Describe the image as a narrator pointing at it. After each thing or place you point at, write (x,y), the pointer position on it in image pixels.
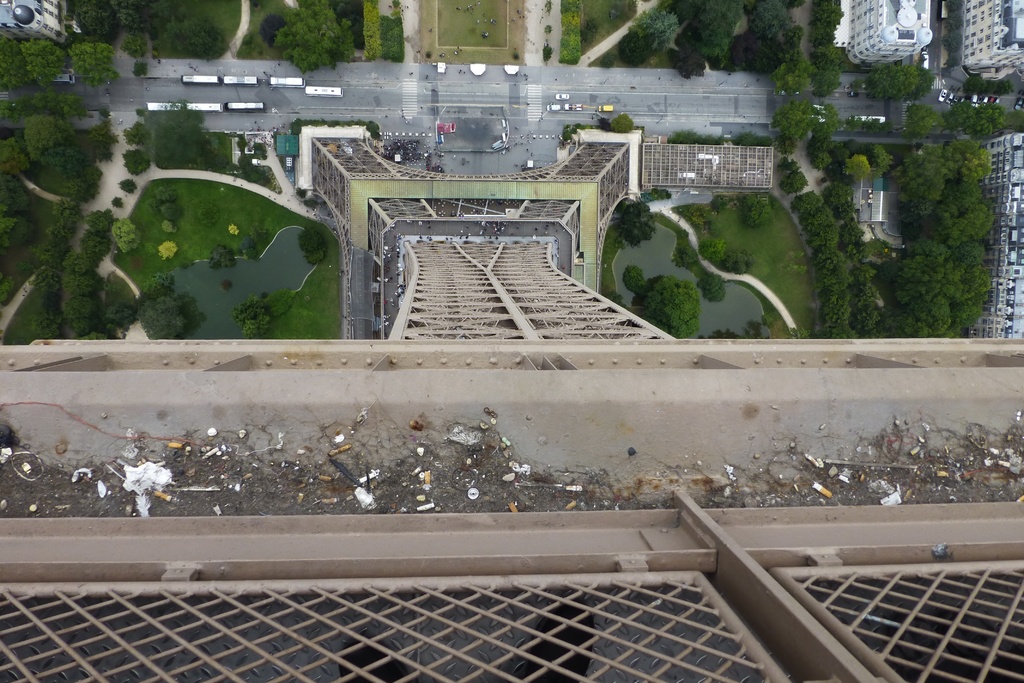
This is the bottom view from the top of the eiffel tower (674,422). In this image we can see the road (436,99), vehicles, trees (646,205), grass (329,232), buildings (1005,28) and other objects (502,254). At the bottom of the image (543,494) there is the fence (64,632), iron texture (341,408) and other objects (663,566).
